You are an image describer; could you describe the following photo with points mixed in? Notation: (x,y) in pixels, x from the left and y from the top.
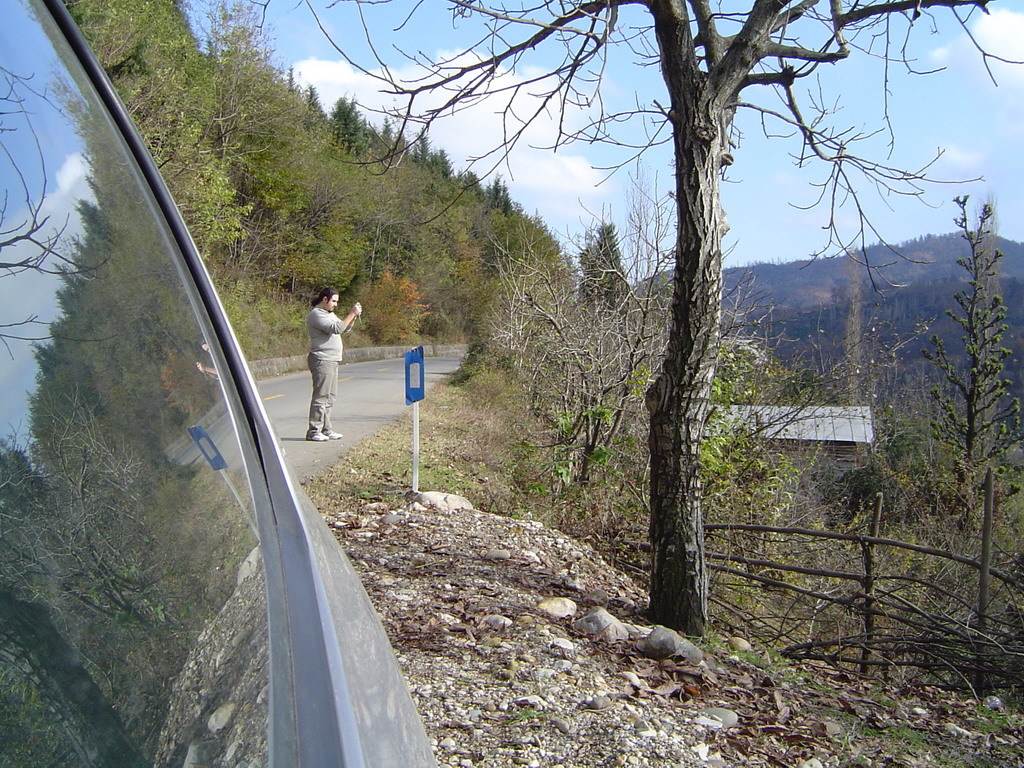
In this image, we can see a person (315,397) standing on the road (360,433), there are some trees (315,152), at the top (963,105) there is a blue sky (898,128).
